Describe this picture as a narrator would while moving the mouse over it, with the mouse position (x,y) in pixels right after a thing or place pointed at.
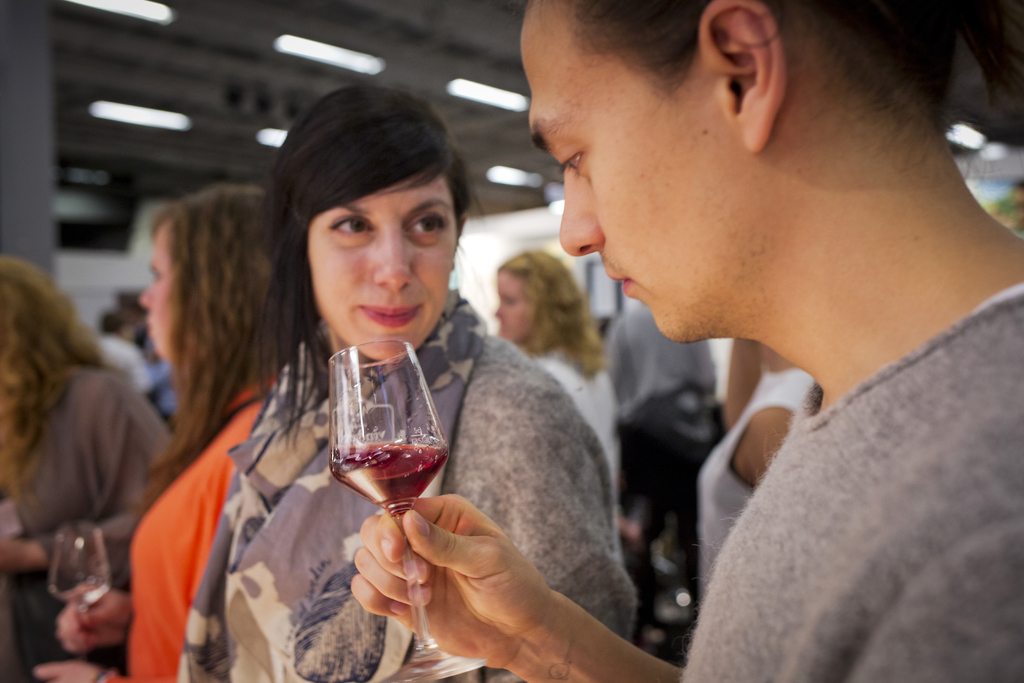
In this picture we can see some of the people (295,332) standing, the man (699,191) standing on the right side (734,202) is holding a glass of drink (381,472), the woman (201,526) on the left side (186,534) is also holding a glass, in the background (175,128) we can see some lights (161,115) here.
